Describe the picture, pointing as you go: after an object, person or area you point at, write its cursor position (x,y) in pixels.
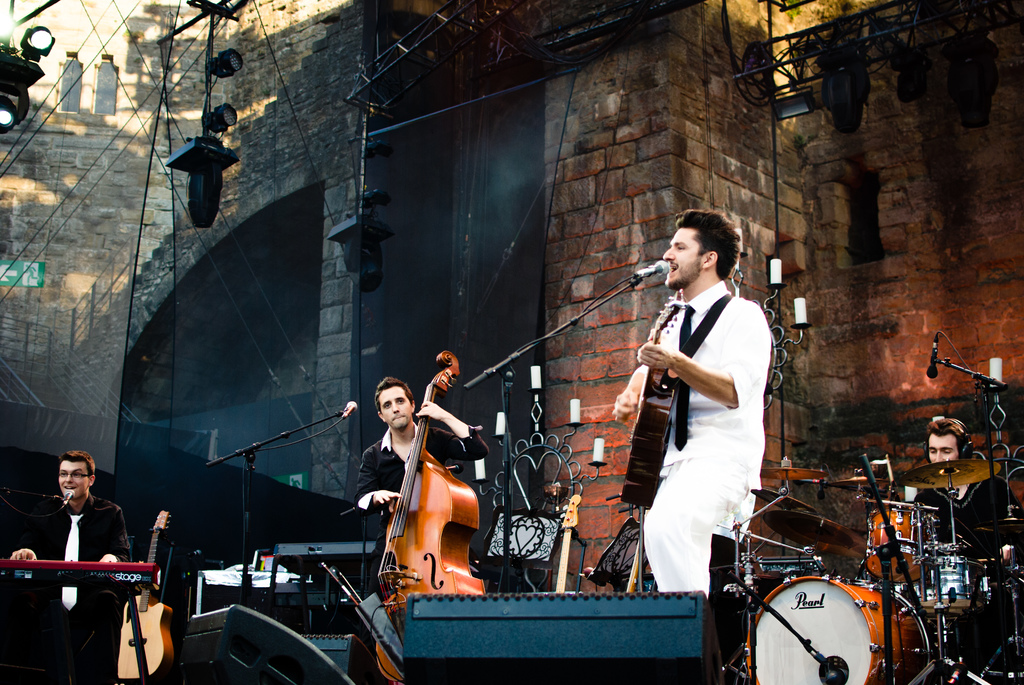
In this image there are group of musicians (694,438) performing at the stage (366,568). At the bottom right (942,503) the man (957,505) is sitting and is playing musical instrument (870,560). In the center (676,425) the man (693,411) is standing holding a musical instrument (643,410) in his hand (663,364) and he is singing in front of the mic (648,269) at the left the man (387,468) wearing a black colour is holding a musical instrument (426,524) and he is playing it. In the bottom left (65,528) the man (69,528) is sitting and he is playing a musical instrument (55,566) and he is singing in front of the mic (68,492). In the background (554,276) there is a building (654,144) with stones (660,155) and lights (219,112).
